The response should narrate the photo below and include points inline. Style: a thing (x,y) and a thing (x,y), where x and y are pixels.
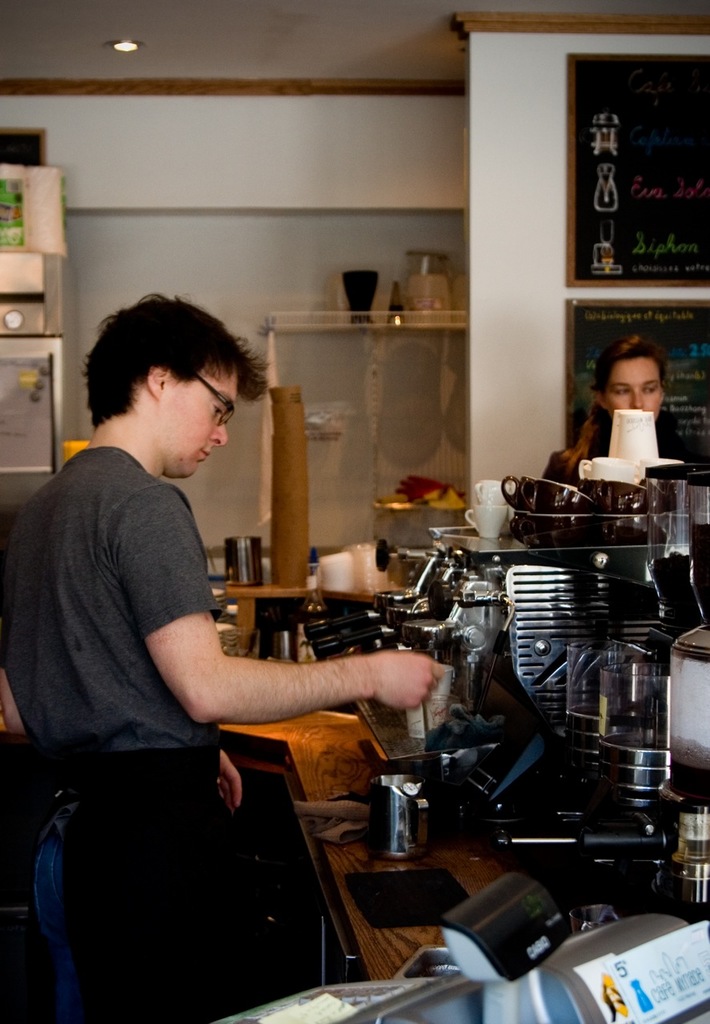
In this image there is a man (420,680) standing and holding a glass (422,711) near the coffee or tea machine (486,671) and in back ground (210,167) there is cups (626,538), plate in the table (354,919), a woman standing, board (614,261), rack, ceiling light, wall (101,192).
